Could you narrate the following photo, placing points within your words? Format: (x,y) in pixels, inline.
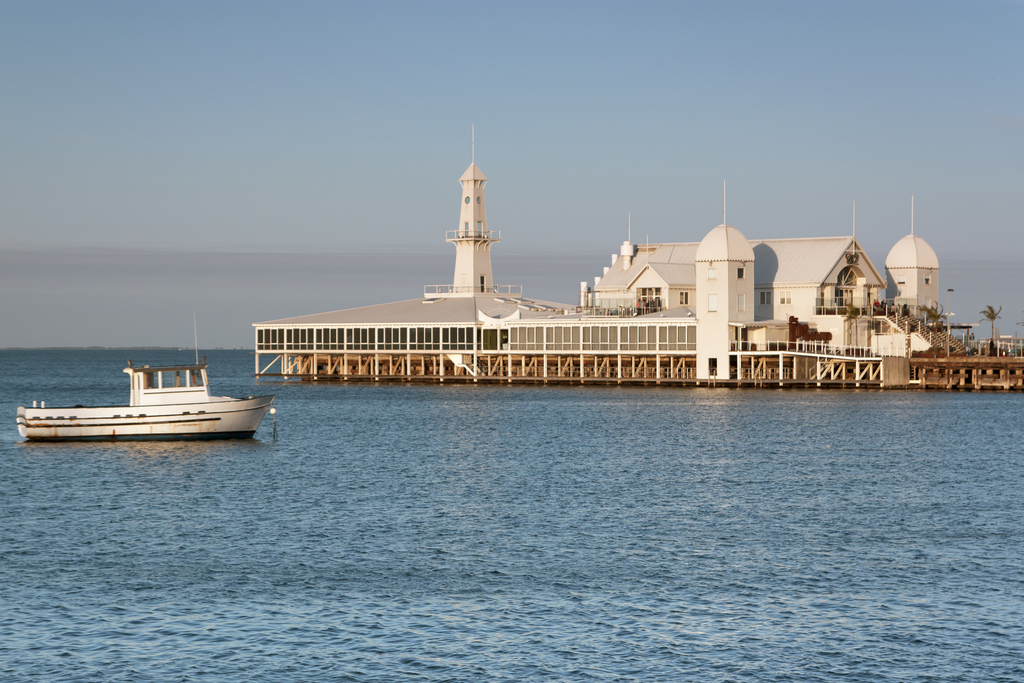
In this image I can see a boat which is in white color on the water (178,494), background (786,303) I can see a house (785,272) in white color and the sky (456,119) is in white and blue color.
